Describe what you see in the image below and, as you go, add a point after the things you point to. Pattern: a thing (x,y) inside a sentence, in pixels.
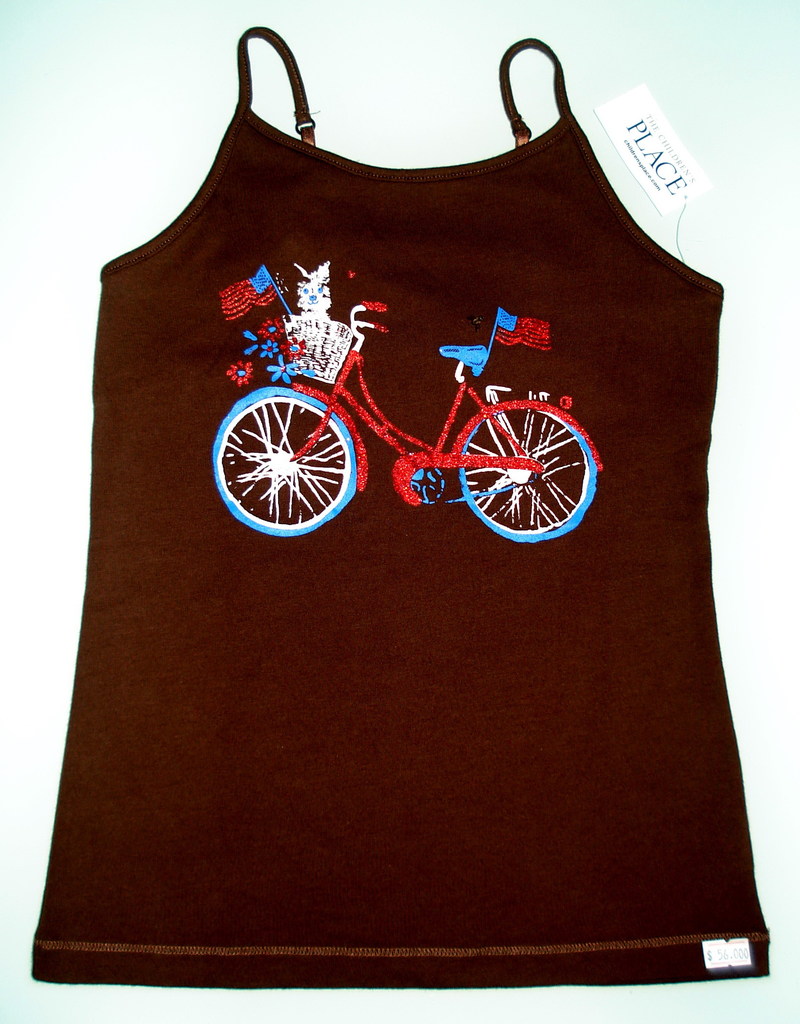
In this picture we can see a person's top (490,815), there is an embroidery work (463,464) on the top (599,441), we can also see a tag (670,165).
